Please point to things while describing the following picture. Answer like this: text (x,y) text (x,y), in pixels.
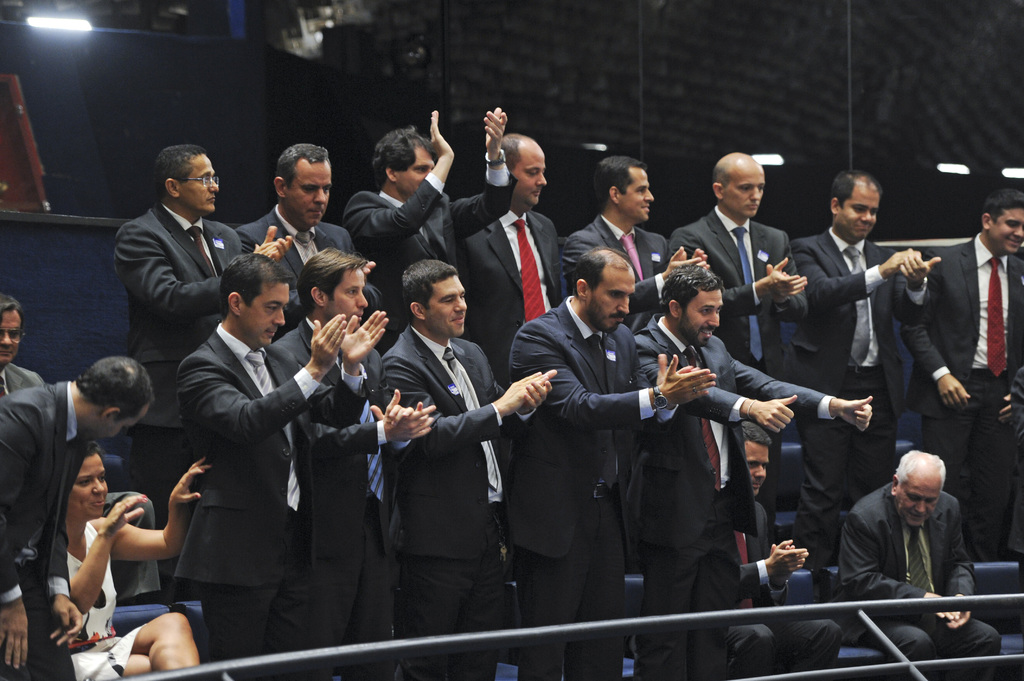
In this image, we can see there are persons (272,232) in different color dresses (345,229). Some of them are standing and clapping. In front of them, there is a fence (975,596). In the background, there are lights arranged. And the background (1003,134) is dark in color.
